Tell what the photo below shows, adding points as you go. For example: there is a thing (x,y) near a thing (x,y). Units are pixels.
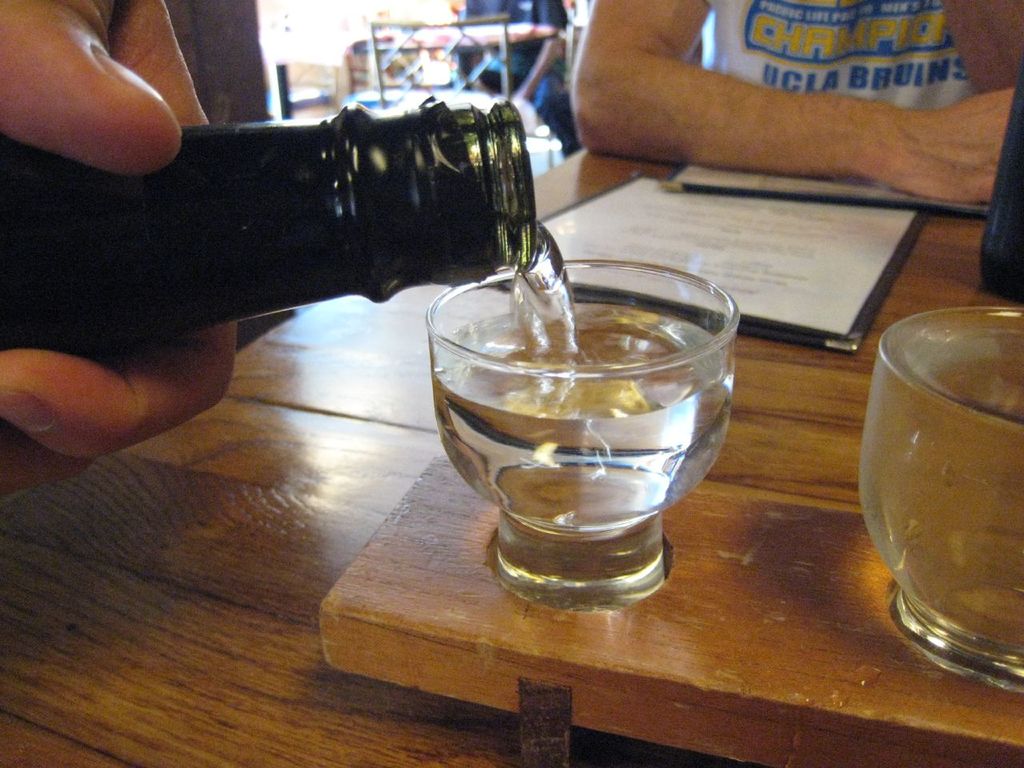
In this picture, we see the hand (78,141) of the person (79,120) holding a glass bottle (125,176). He is pouring the liquid (560,448) into the glass (514,399). Beside that, we see a filled glass (957,467). These glasses (879,452) and a file (847,339) or a certificate (628,187) is placed on the wooden table (227,606). At the top (608,97), we see a man (820,89) in white T-shirt (826,79) is sitting on the chair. Beside him, we see a man (549,67) is standing and beside that, we see a stand (494,68).
